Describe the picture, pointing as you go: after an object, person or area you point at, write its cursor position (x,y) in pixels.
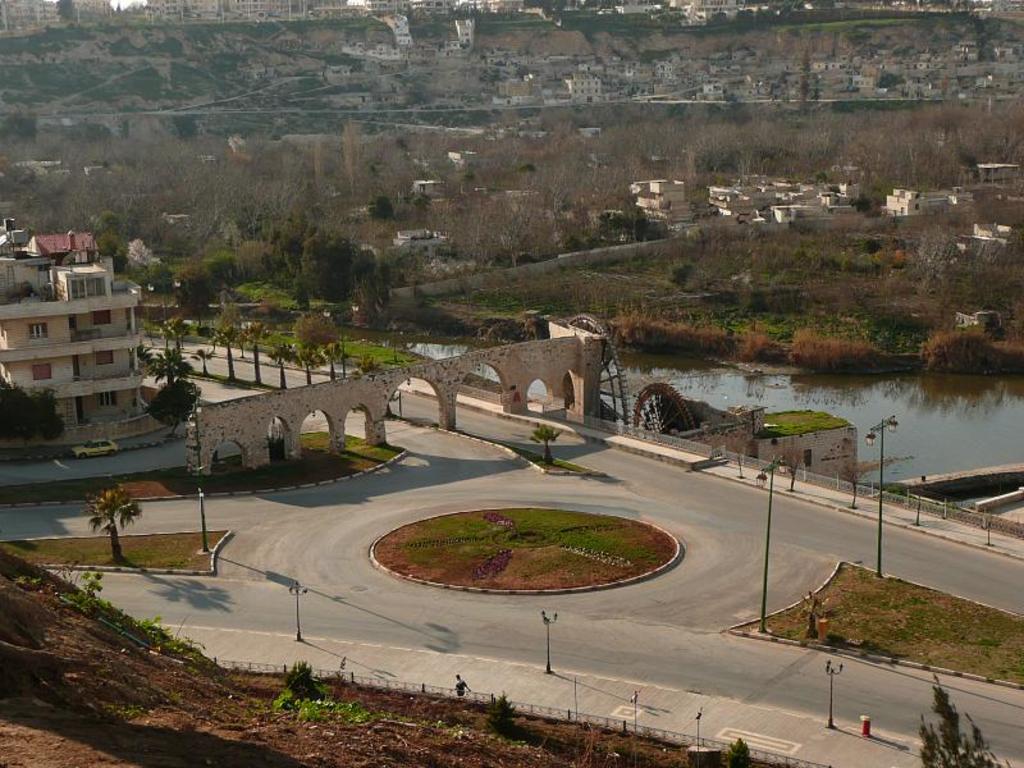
In the center of the image (360,263) we can see some buildings (86,308), trees (326,243), water (937,373), arch (310,400), car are present. At the bottom of the image (696,660) we can see an electric light poles (763,615), road (818,659), grass (482,543), some plants (451,539), footpath (633,718) are there. At the top of the image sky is present.
